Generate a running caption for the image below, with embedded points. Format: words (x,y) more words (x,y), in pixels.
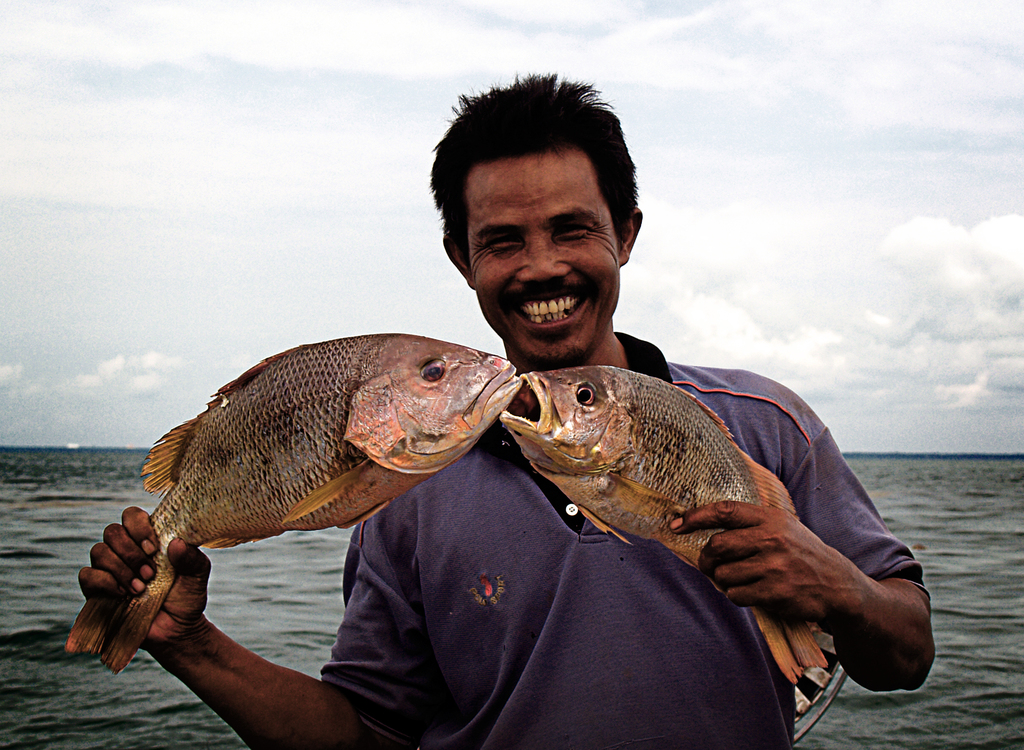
In front of the image there is a person (498,538) holding fish (409,430) in his hand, behind the person (857,499) there is sea (284,566), at the top of the image (865,248) there are clouds (779,100) in the sky (422,330).
